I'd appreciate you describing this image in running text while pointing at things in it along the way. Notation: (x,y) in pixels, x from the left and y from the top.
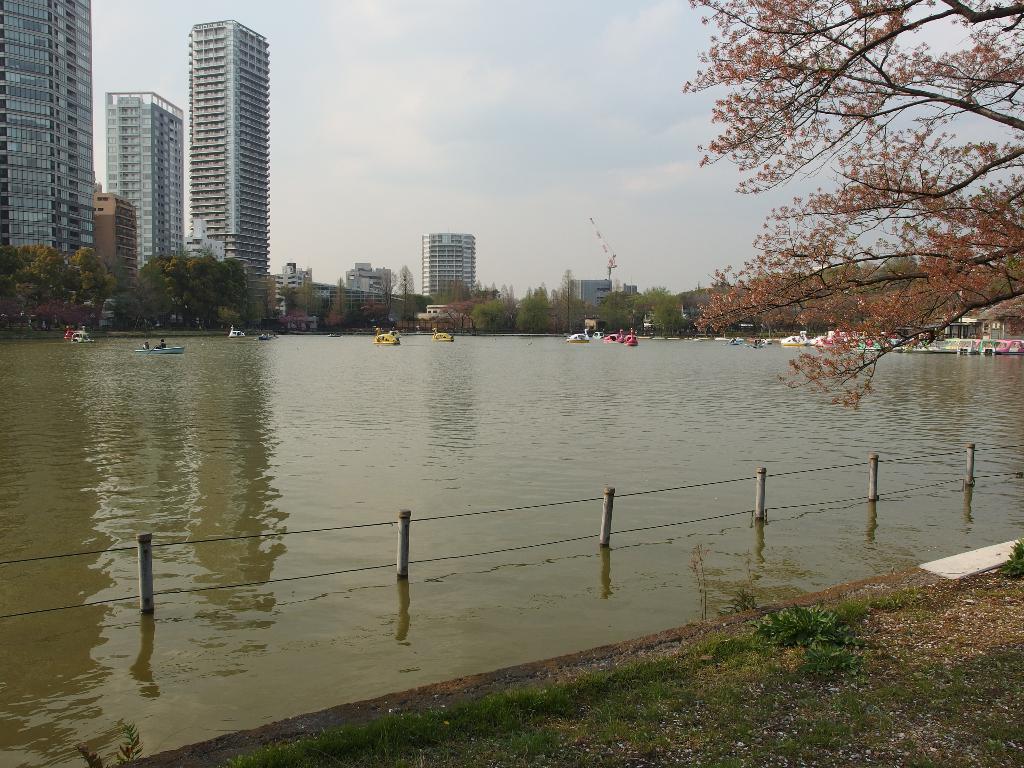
In this picture we can see boats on the water (442,482). Here we can see grass (775,730), fence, trees (292,320), and buildings (31,94). In the background (639,122) there is sky (682,213).
